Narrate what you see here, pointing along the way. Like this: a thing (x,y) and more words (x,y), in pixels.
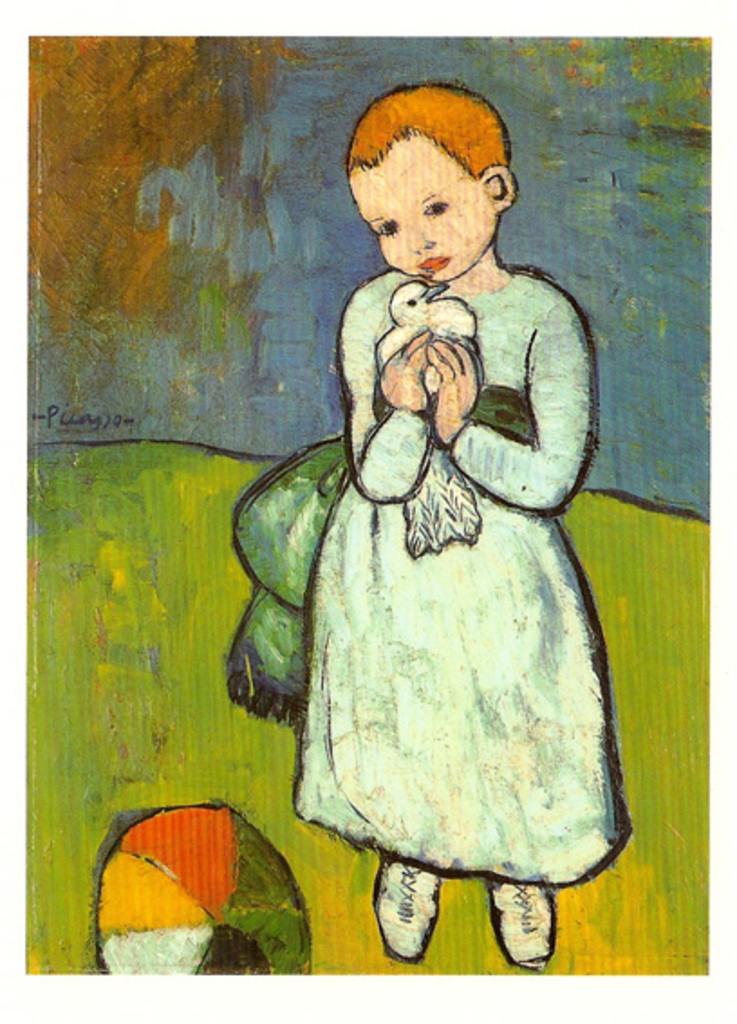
In this image I can see the painting (585,329). I can see the person (569,391) holding a bird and I can see the ball (266,850) and colorful background (619,292).
